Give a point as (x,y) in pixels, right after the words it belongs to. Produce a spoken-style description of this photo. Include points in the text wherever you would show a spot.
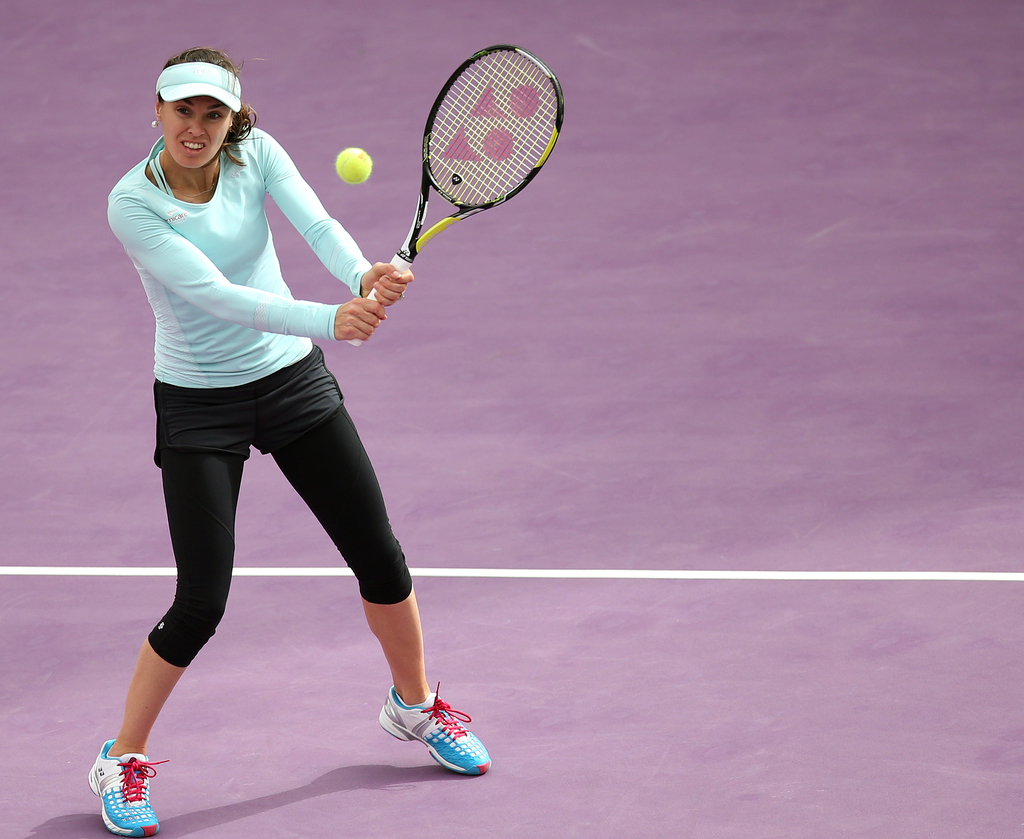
Bottom left side of the image (141,825) a woman (180,77) is standing and holding a tennis racket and there is a ball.
